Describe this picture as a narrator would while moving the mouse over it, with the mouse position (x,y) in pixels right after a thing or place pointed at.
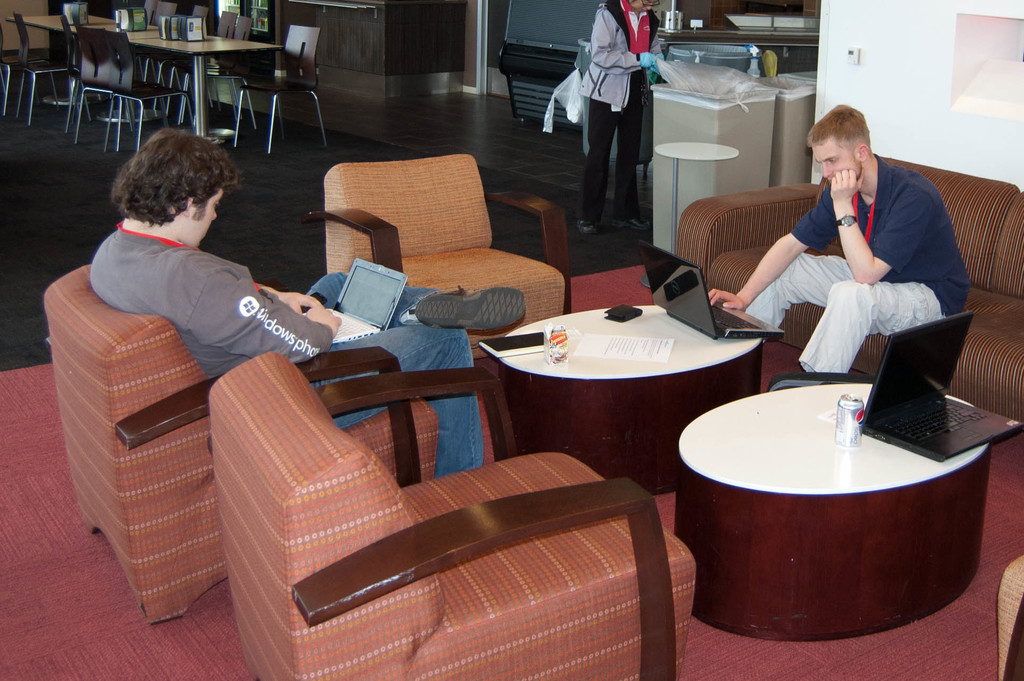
On the left hand side of the image (186,268), there is a person (227,290) sitting on a chair (182,436) and holding a laptop (356,335). In front of him, there is a book (540,347), a packet (553,355), and some other materials (625,314) on the table (645,362). On the right hand side (925,270), there is a person (856,175) sitting on the sofa (963,242) and working on the laptop (699,293) which is on the table (720,361). In front of the table (710,376), there is a tin (854,424), laptop (893,409) and paper (824,423) on the table (821,487). In front of the table (742,479), there is a chair (502,537). In the background (643,34), there is a person (634,70) standing and working, chairs (316,70) arranged around the table (201,97) and some other materials (400,20).
